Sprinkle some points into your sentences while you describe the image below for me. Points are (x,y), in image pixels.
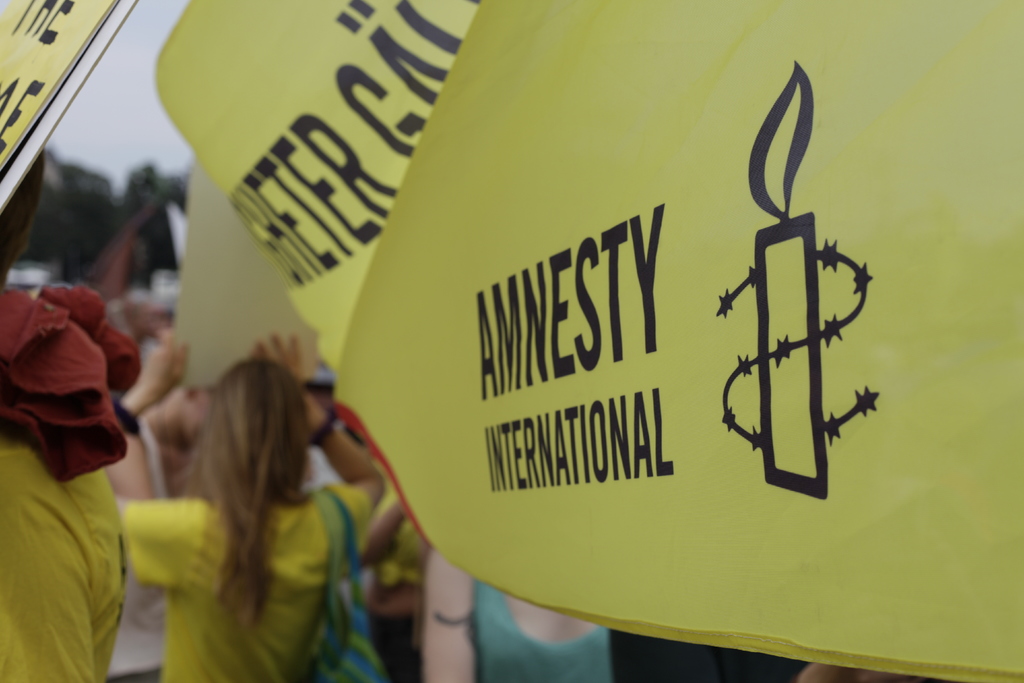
In this picture we can see placards (211,188) and people (264,399). In the background (109,218) there is greenery (92,221) and sky (116,107).
